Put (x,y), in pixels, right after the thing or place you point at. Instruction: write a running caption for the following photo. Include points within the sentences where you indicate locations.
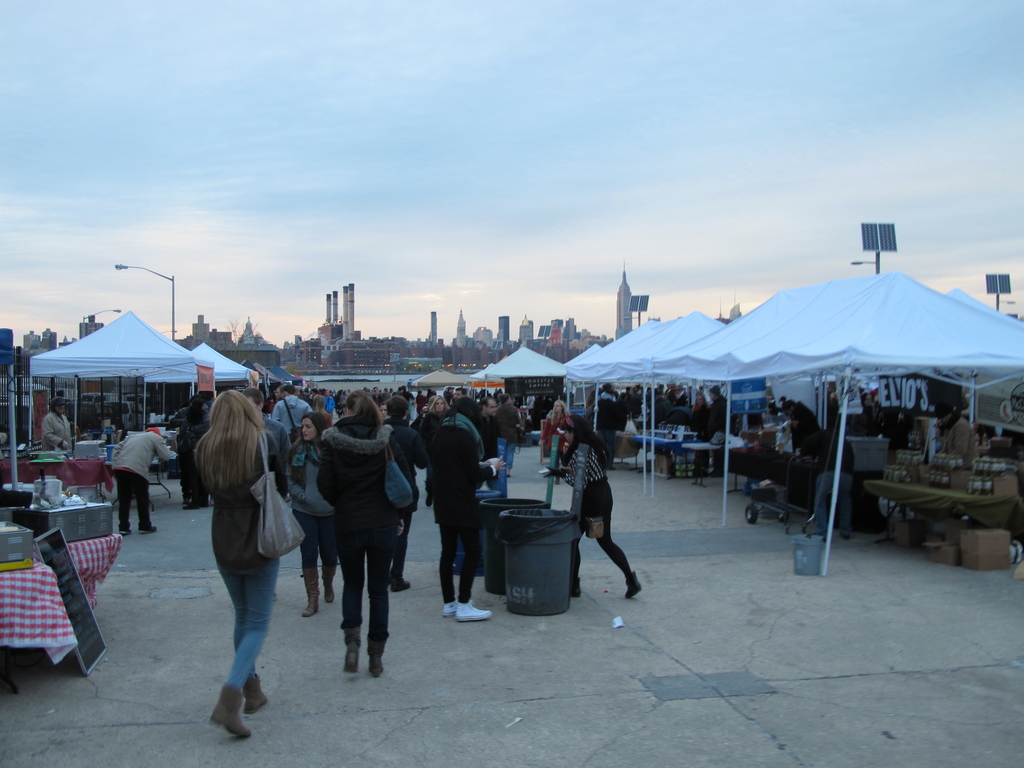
In this picture there are stalls (974,373) on the right (825,352) and left side of the image (185,404) and there are people (963,416) in the image and there are buildings (572,339) and poles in the background area of the image (89,327).
